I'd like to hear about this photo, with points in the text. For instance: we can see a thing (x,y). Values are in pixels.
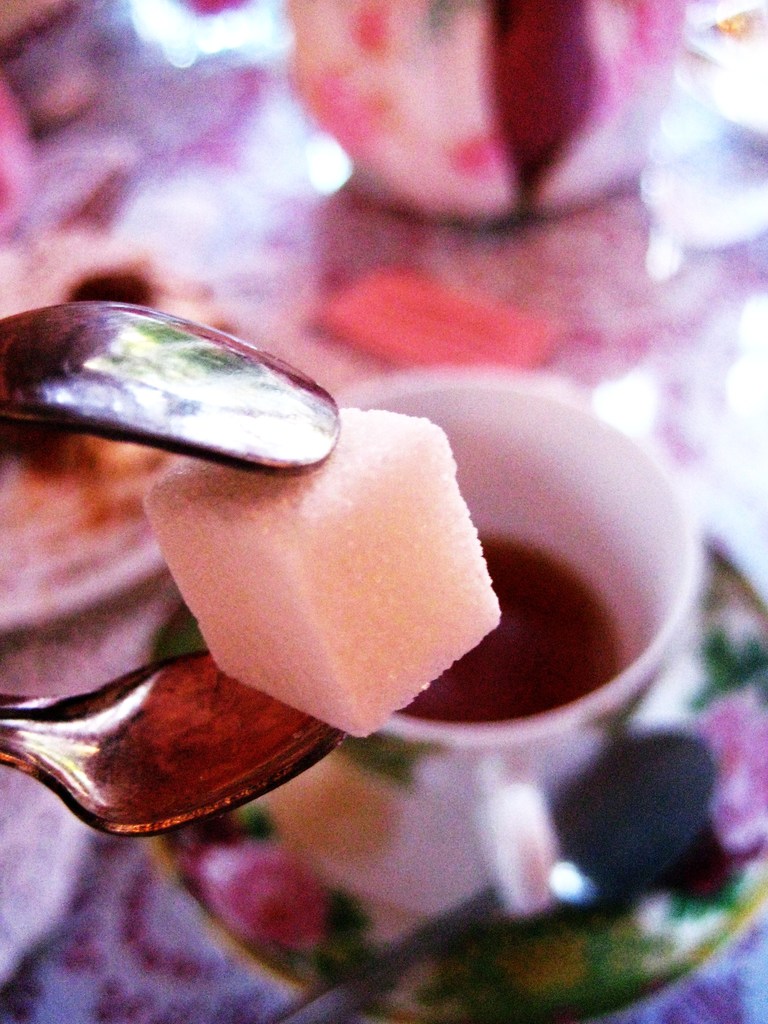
In the image there is a holder (73,412) holding a sugar cube (364,549) and in the background of that sugar cube (448,525) there is a cup (557,734) with some drink (500,675).
